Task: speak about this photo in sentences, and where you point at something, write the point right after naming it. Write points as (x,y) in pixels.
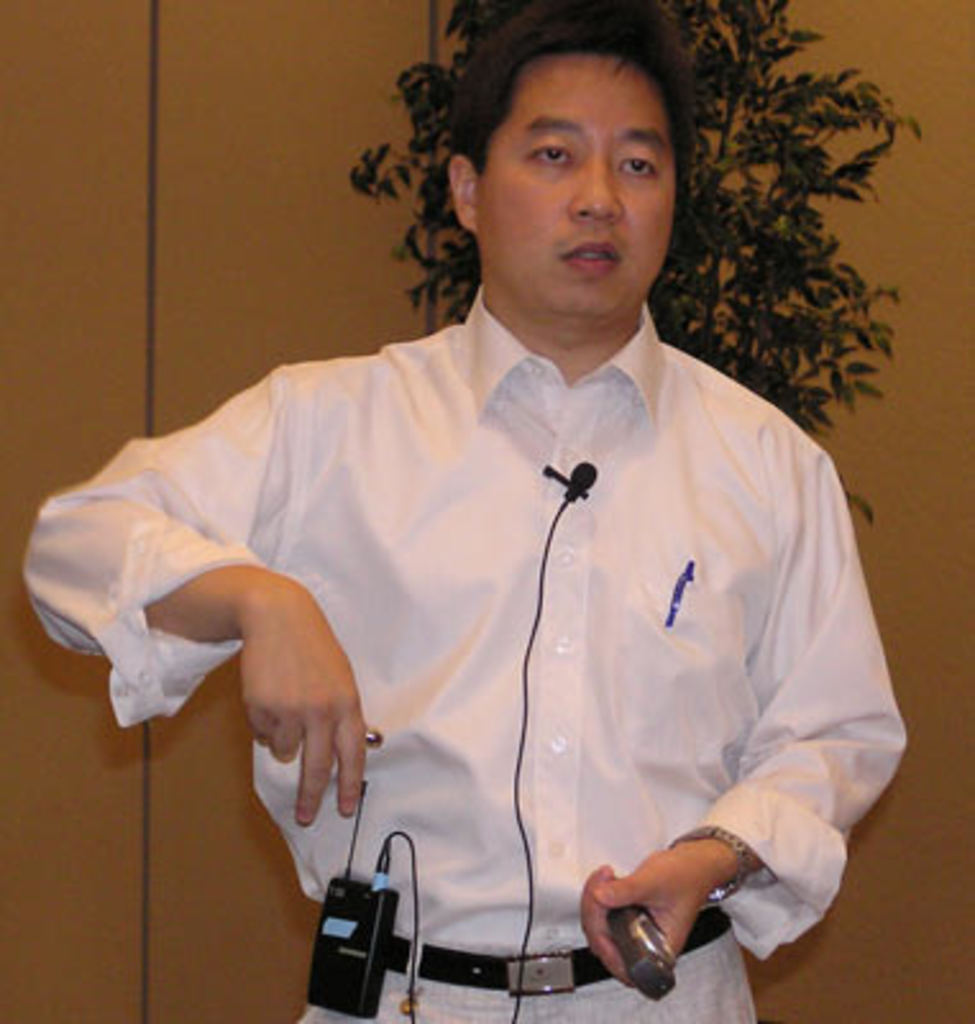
In this image we can see a man (490,479) wearing the shirt (712,503) and holding an object (631,923) and also standing. In the background (174,108) we can see the wall (371,212) and also a plant (737,195).
